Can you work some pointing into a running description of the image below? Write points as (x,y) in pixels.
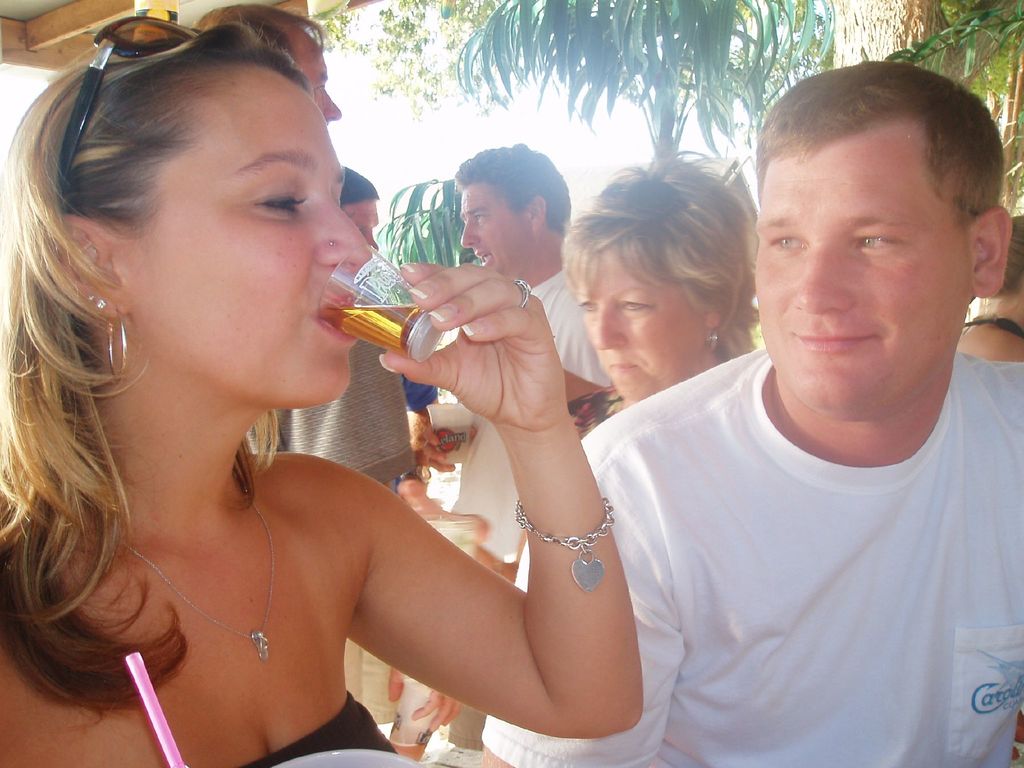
In this image, we can see a group of people (569,326). On the left side (295,338), we can see a woman (433,360) holding a shot glass (351,293) in her hand (545,425) and drinking it. In the left corner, we can also see a straw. At the top (759,41), we can see some trees (649,100) and a sky (356,116).
